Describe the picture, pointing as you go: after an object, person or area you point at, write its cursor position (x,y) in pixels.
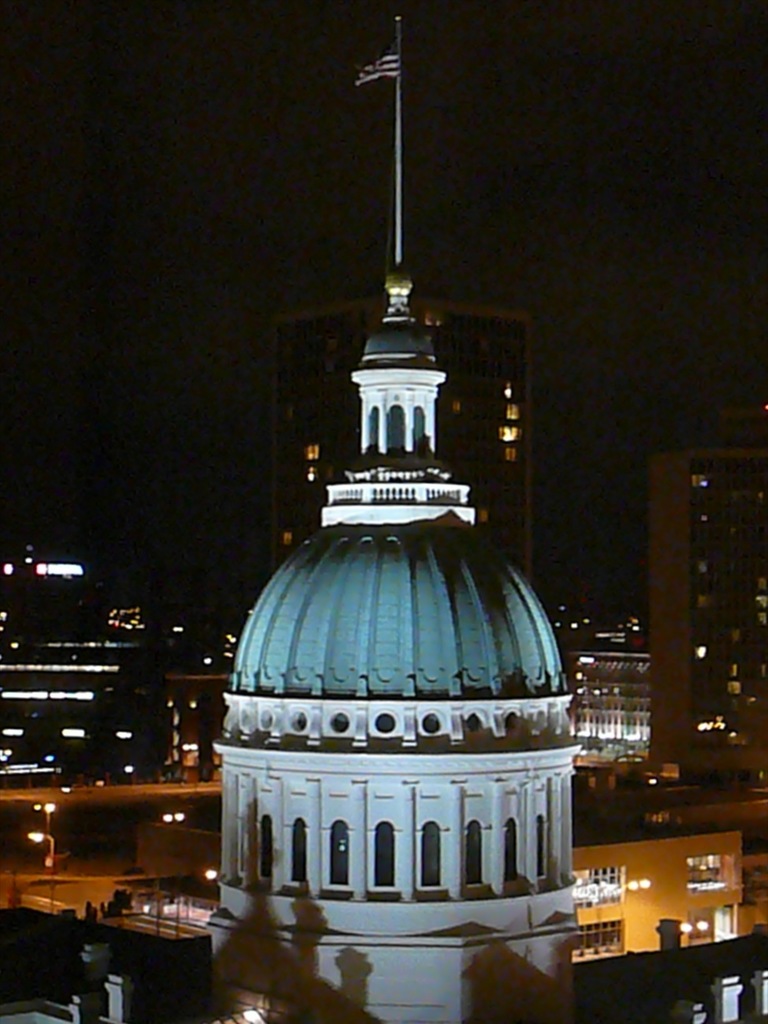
In the center of the image (350,558) we can see buildings (507,723), lights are present. At the top of the image (396,128) we can see pole (396,85), flag (372,75), sky (193,104) are there.
